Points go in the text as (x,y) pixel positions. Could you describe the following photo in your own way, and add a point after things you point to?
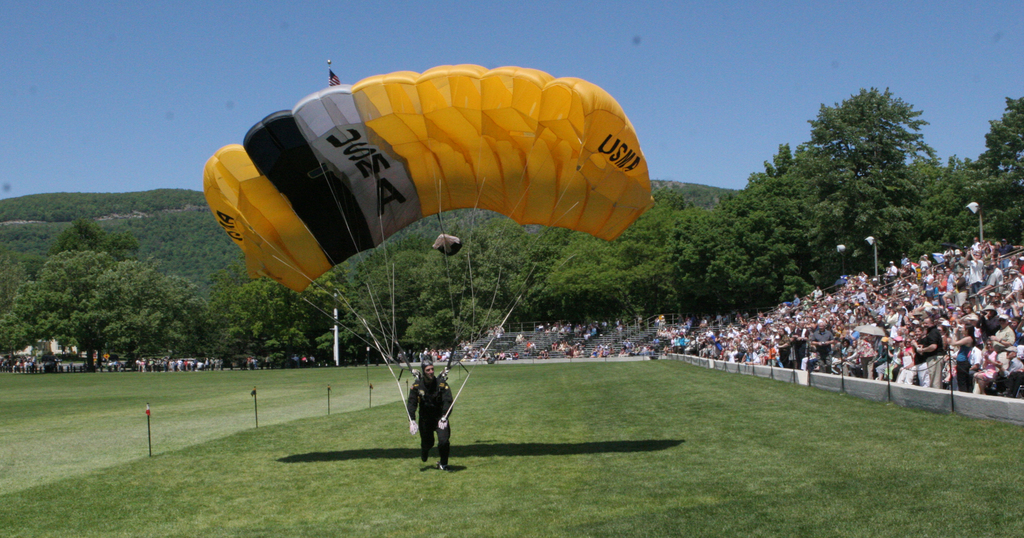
In the center of the image (404,181) we can see person (423,383) holding a parachute (359,191). On the right side of the image (745,290) we can see crowd (930,270), lights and trees (701,243). In the background (724,321) we can see crowd (38,370), lights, pole (339,353), flag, grass (574,385), trees (182,297), hill (147,206) and sky (136,74).
